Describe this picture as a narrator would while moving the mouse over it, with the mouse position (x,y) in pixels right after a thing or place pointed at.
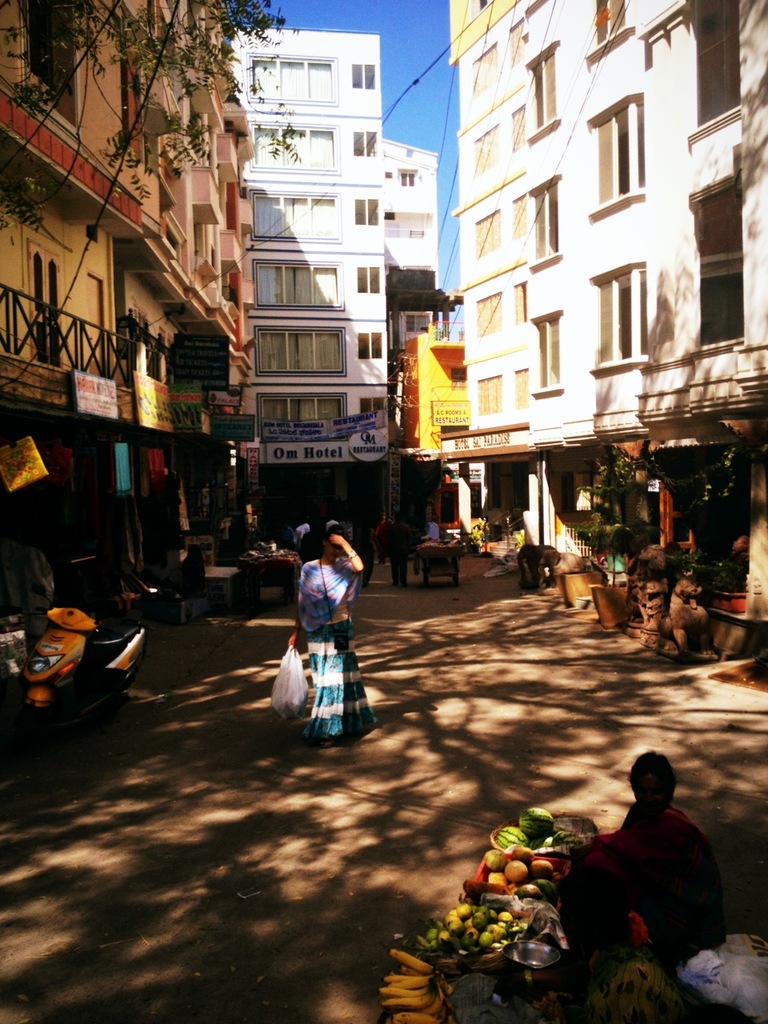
Here we can see a woman (353,575) on the road (253,943) and she is holding a plastic cover (298,671). There are stalls (446,546). Here we can see fruits (470,937) and a woman (610,864). There is a bike (103,646). In the background (756,385) we can see buildings (628,333), plants (614,493), boards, windows (60,34), and sky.
